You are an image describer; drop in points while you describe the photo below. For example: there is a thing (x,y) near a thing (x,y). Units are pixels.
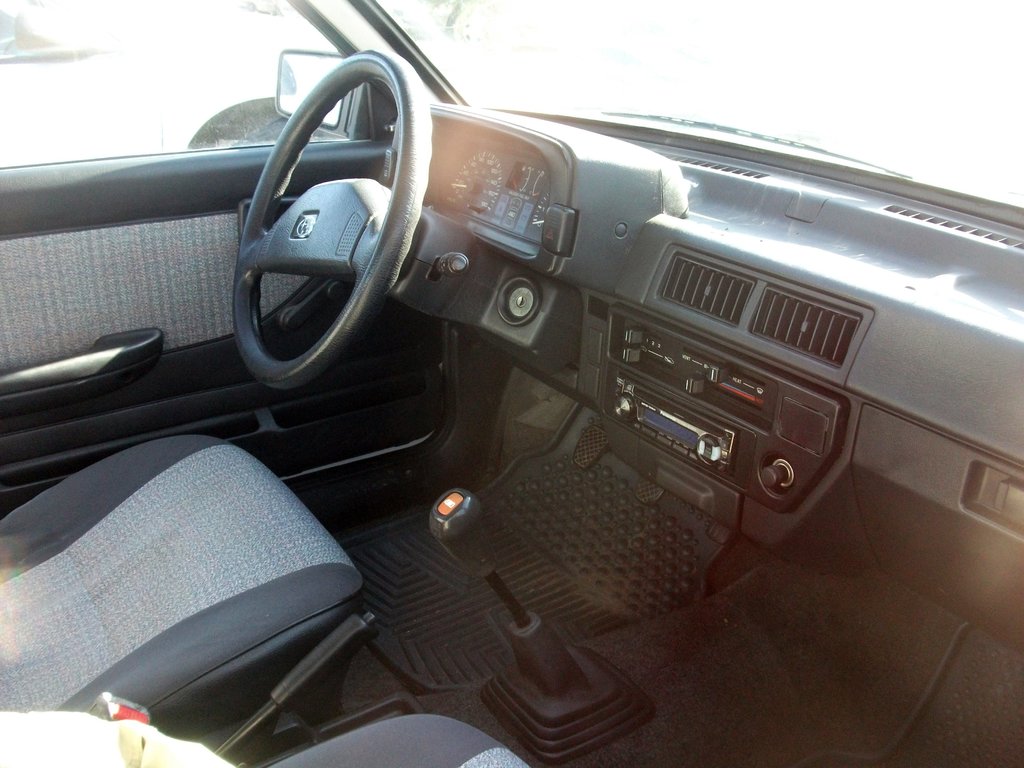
In this image we can see inside view of a vehicle (544,354). In the center of the image (362,318) we can see a steering wheel (402,229), switches (460,261) and a speedometer (497,202). In the foreground (472,555) we can see a gear rod (552,668) and two seats (388,755). In the background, we can see, mirror (307,93) and a car (167,76).
